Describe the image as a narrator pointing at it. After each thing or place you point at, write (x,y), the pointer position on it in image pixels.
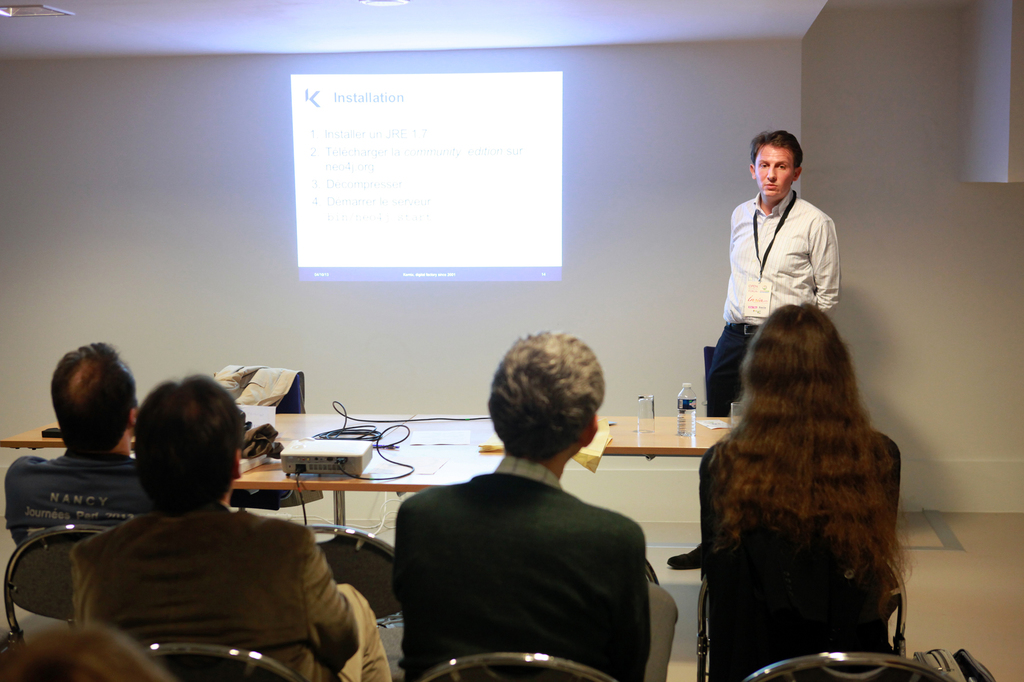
In this picture we can see a group of people (490,612), some people (263,621) are sitting on chairs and one person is standing, here we can see a table (448,446), glass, bottle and some objects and in the background (647,509) we can see a wall (411,339), screen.
